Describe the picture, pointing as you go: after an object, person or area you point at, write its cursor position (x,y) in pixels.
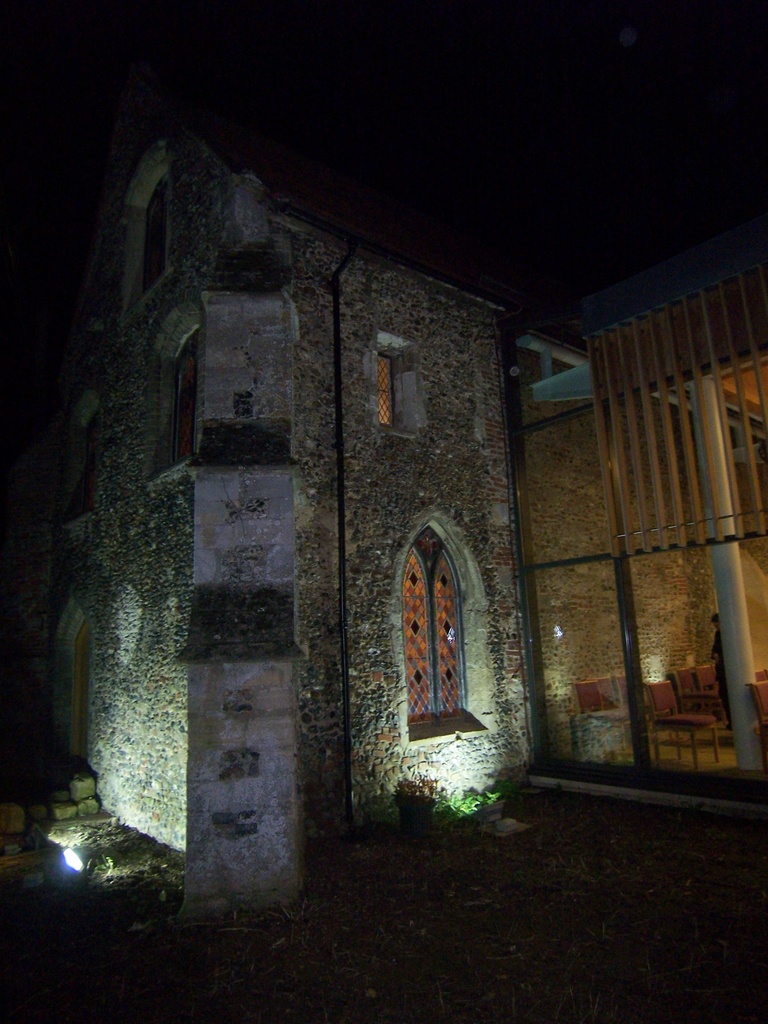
There is a building (239,611) which has two lights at the bottom of it.
